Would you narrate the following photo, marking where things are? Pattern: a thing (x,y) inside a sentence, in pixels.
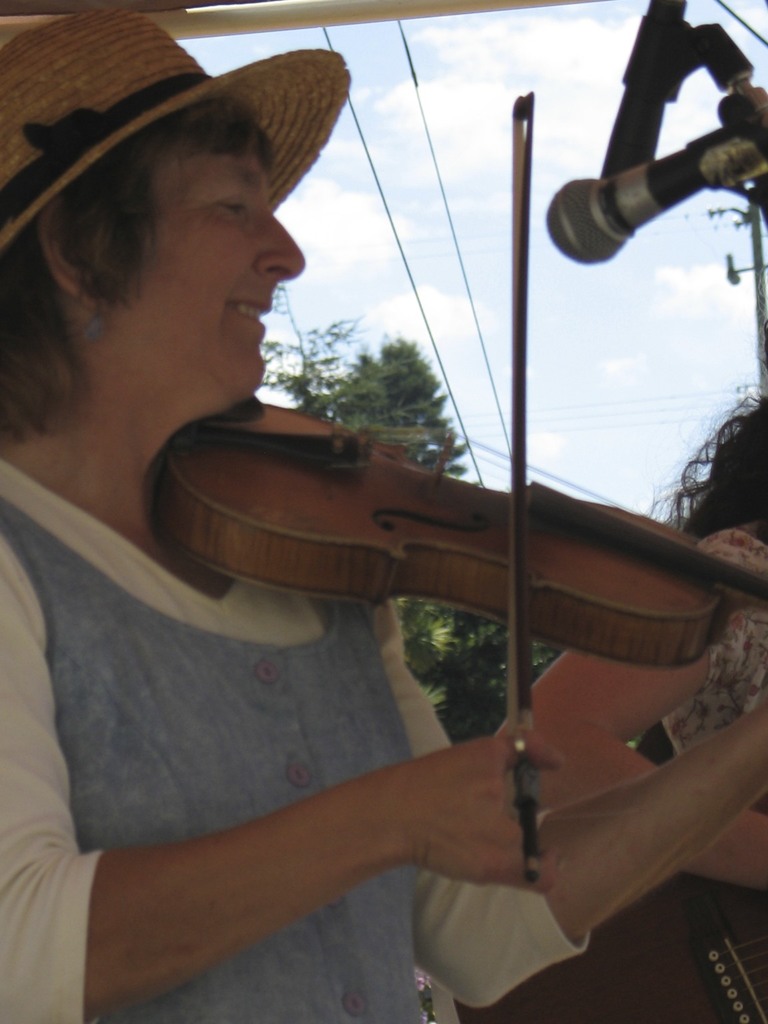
This is a picture of a woman (171,642) playing violin (427,558), in front of the woman (7,178) there is a microphone (631,191) with stand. Background of the woman (217,320) there are trees (400,382) and cloud (416,159).
